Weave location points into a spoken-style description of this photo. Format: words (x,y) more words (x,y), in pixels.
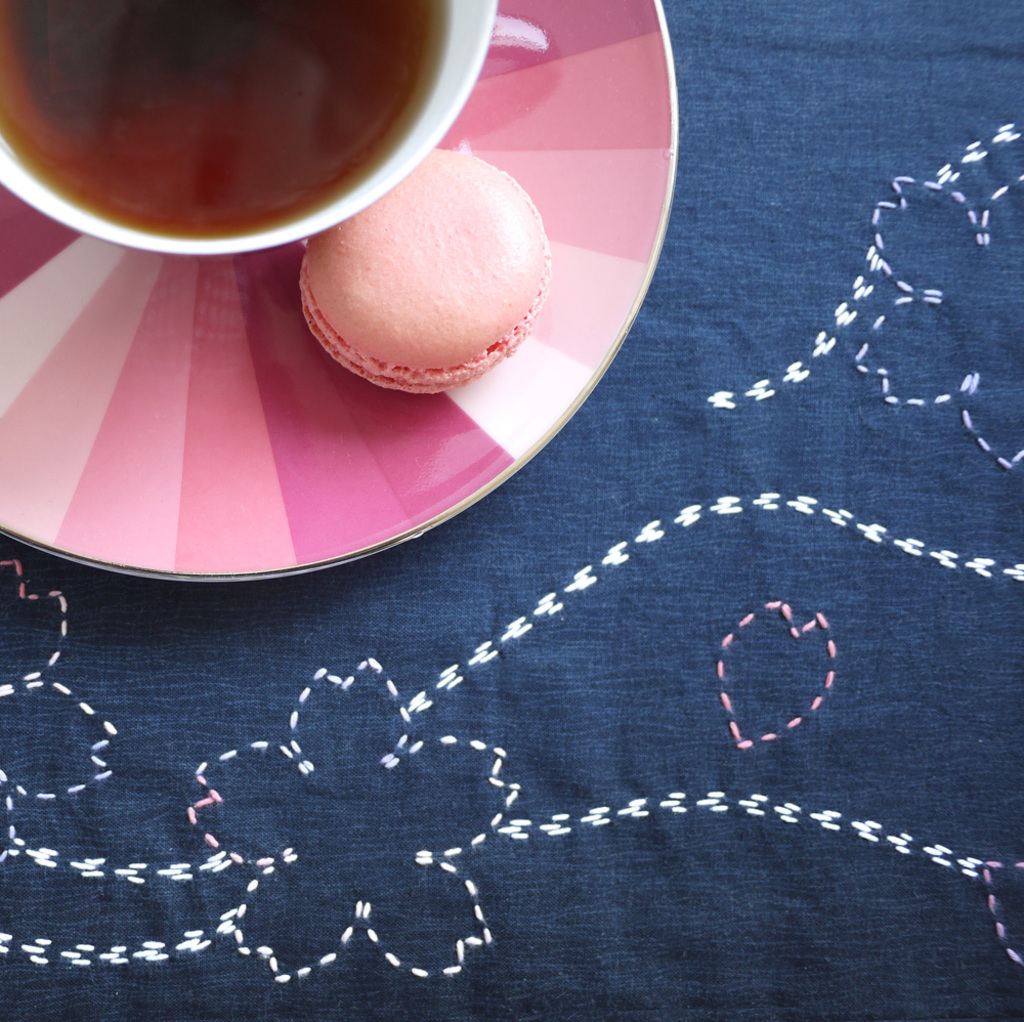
In the image there is a blue cloth (813,94) with a thread work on it. To the top left corner of the image (3,265) there is a saucer (648,37) with pink color and a pink cookie (486,185) on it. And also there is a cup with brown color liquid (140,44) in it.
